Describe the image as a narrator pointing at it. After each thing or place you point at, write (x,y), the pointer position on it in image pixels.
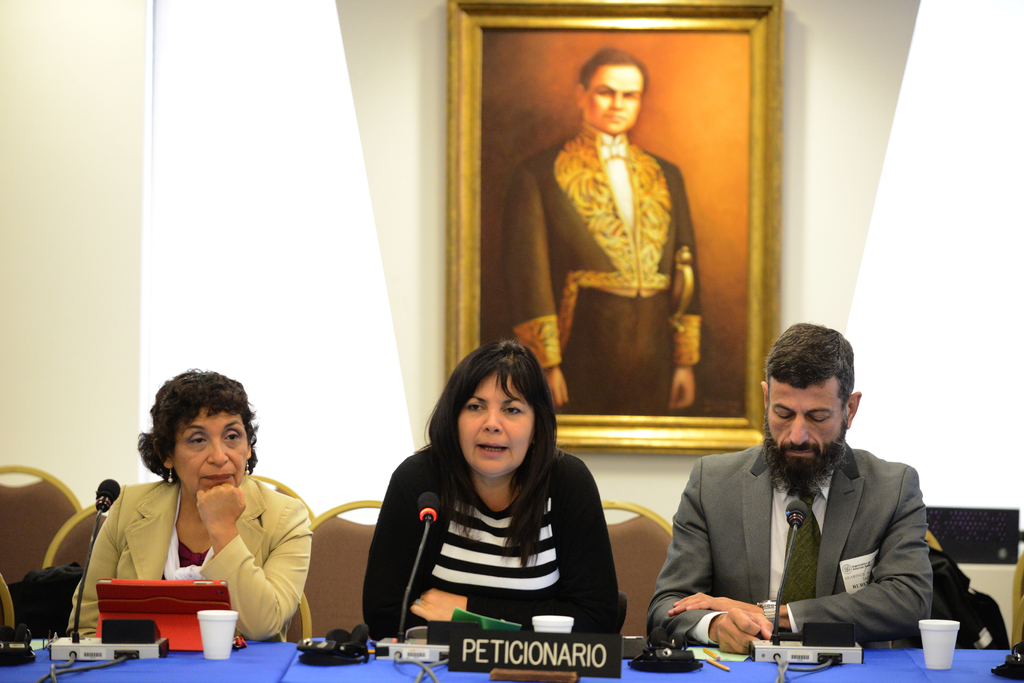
This picture is clicked inside the room (308,136). Here, we see three people (843,505) are sitting in chair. Man (679,580) on the right corner of the image (879,515) wearing grey blazer (879,545) is looking into the watch (766,614). Beside him, there is a woman (458,564) who is wearing black sweater (569,557), is talking on microphone (434,516). Beside her, there is another woman (155,539) wearing cream blazer (132,518) is sitting on the chair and in front of them, we see a table (272,666) on which glass (216,635), microphone (390,642), cables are placed on it and behind them, we see a wall (312,231) which is white in color and photo frame (462,145) which is placed on it.
